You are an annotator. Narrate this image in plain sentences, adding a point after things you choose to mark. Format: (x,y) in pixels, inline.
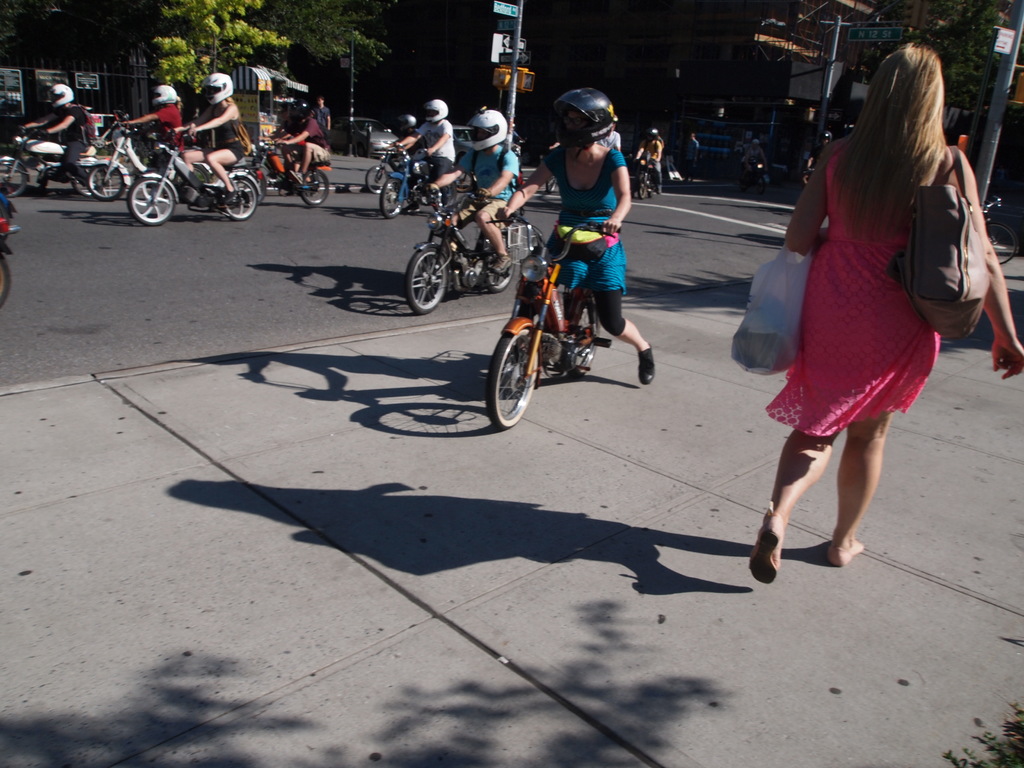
There is one woman (820,333) walking and holding a cover (777,296) and a bag (906,271) on the right side of this image (946,253). We can see people (495,153) riding the bikes (109,167) on the road (344,155) as we can see in the middle of this image (405,302). There are trees (218,53) and poles (1008,60) at the top of this image (207,36).
